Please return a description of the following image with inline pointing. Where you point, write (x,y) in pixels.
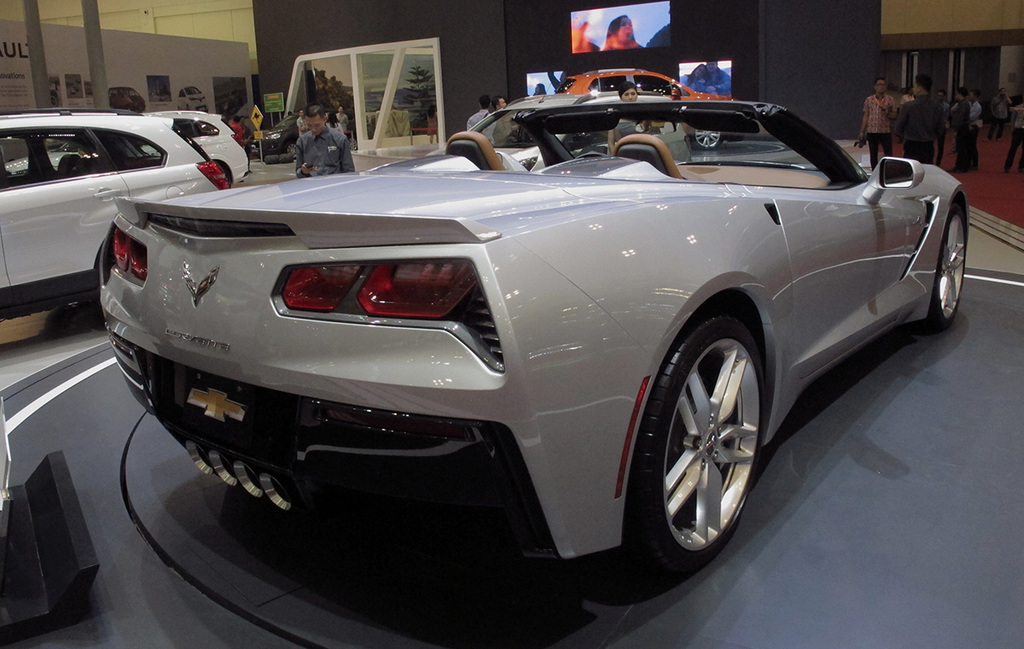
In this picture we can see inside view of the car showroom (575,325). In the front (546,342) we can see silver car (565,323) is parked. Behind we can see some television screens (632,20) on the black wall (606,62).
